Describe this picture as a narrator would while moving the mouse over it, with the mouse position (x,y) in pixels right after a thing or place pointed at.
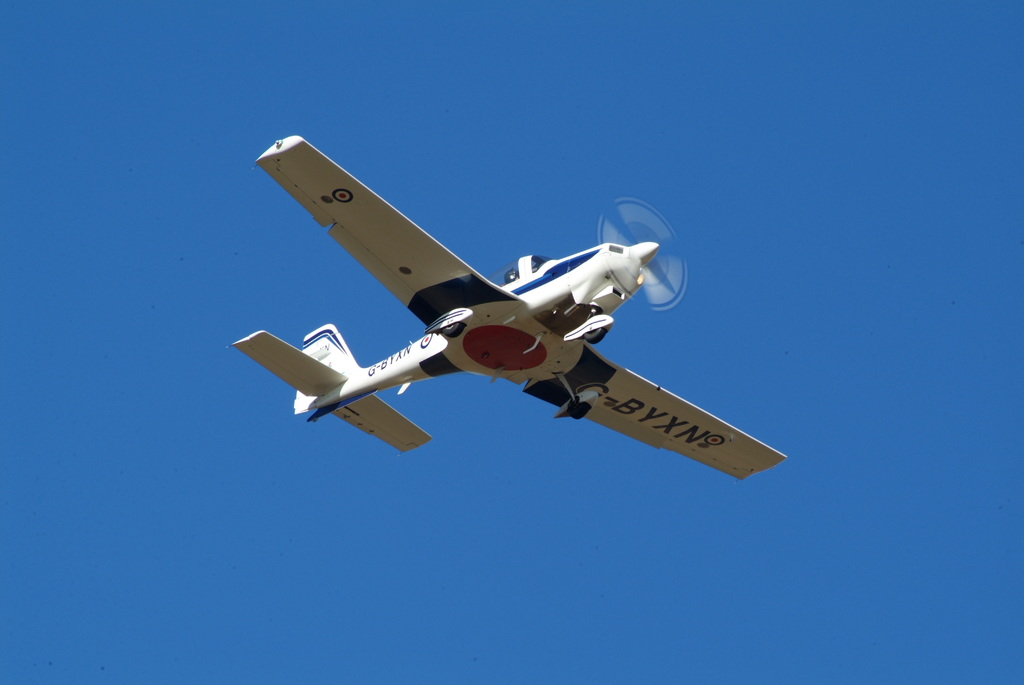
In the center of the picture (423,343) there is an aircraft (502,313) flying. Sky (106,405) is sunny.
